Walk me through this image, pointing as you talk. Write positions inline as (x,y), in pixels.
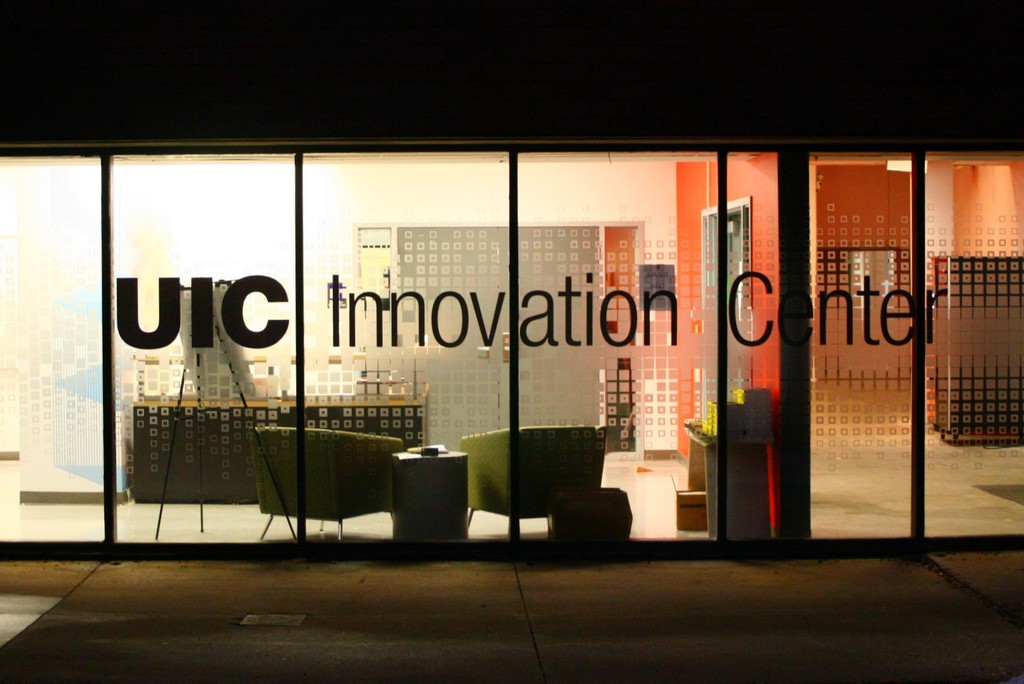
There are letters (130,323) pasted on the glass windows (471,312) of a building (895,268). Beside this building (797,375), there is a footpath (739,603). Through these glass windows (610,455), we can see there is furniture (149,424) and a white wall (225,171).
